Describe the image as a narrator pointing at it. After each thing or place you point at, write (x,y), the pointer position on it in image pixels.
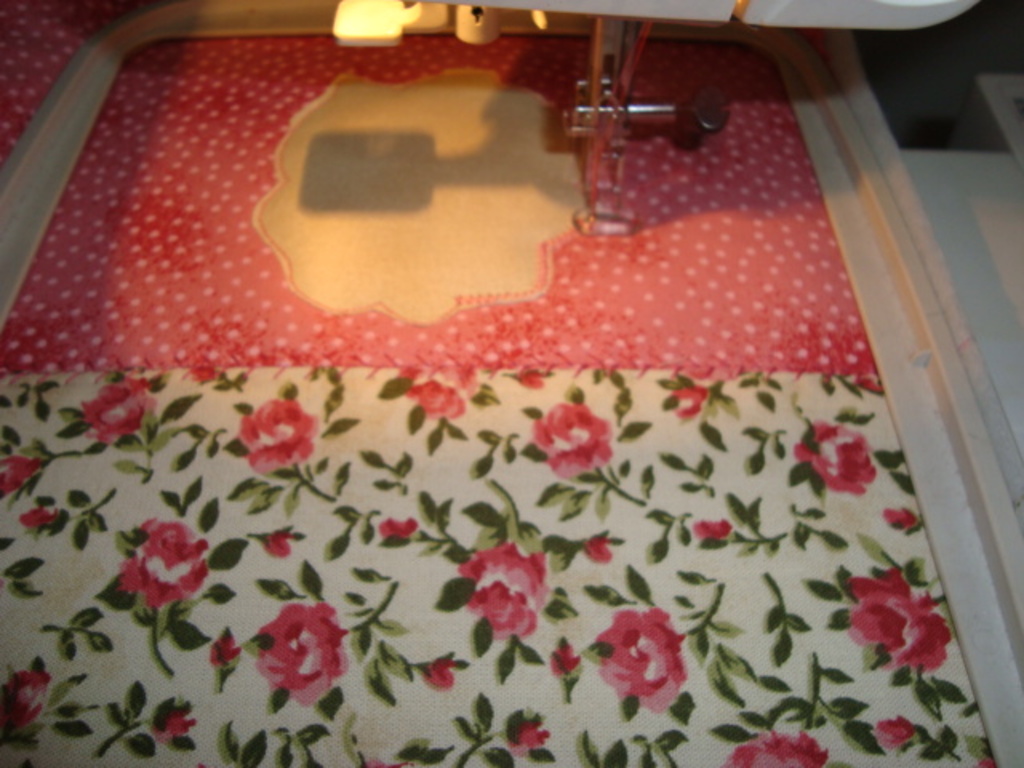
In this picture we can see a cloth (596,318) and stitching machine (637,49).
